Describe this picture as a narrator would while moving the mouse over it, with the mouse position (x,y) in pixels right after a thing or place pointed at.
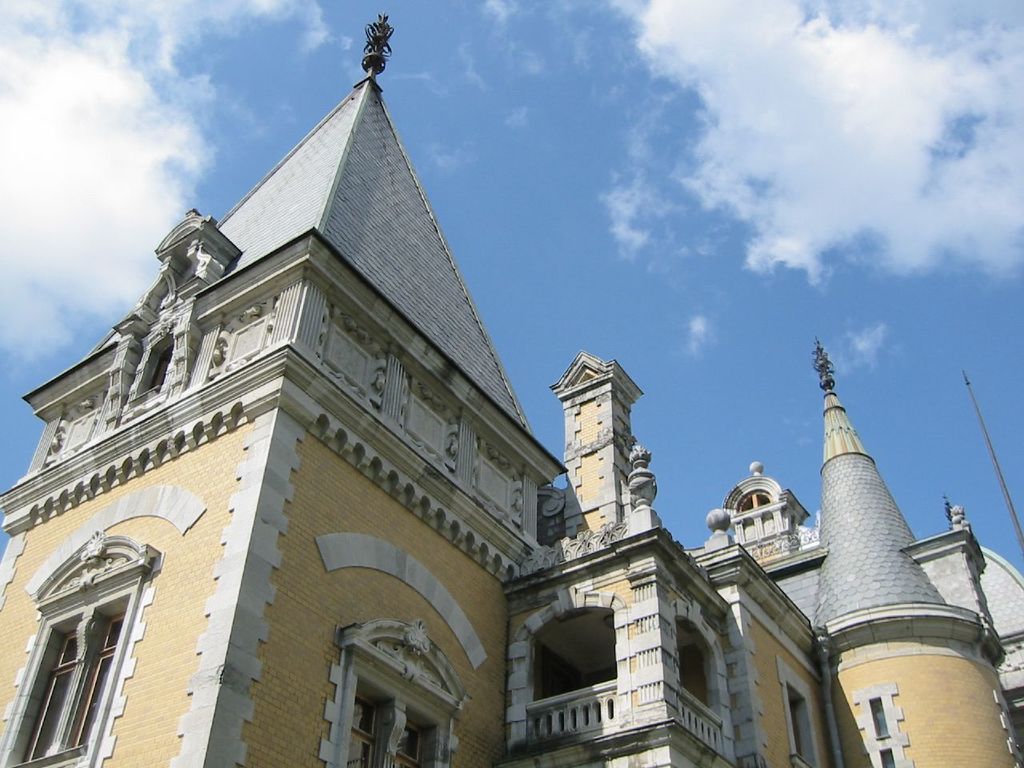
In the picture I can see building (526,603) which has windows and some other objects (420,638). In the background (658,210) I can see the sky (618,203).
